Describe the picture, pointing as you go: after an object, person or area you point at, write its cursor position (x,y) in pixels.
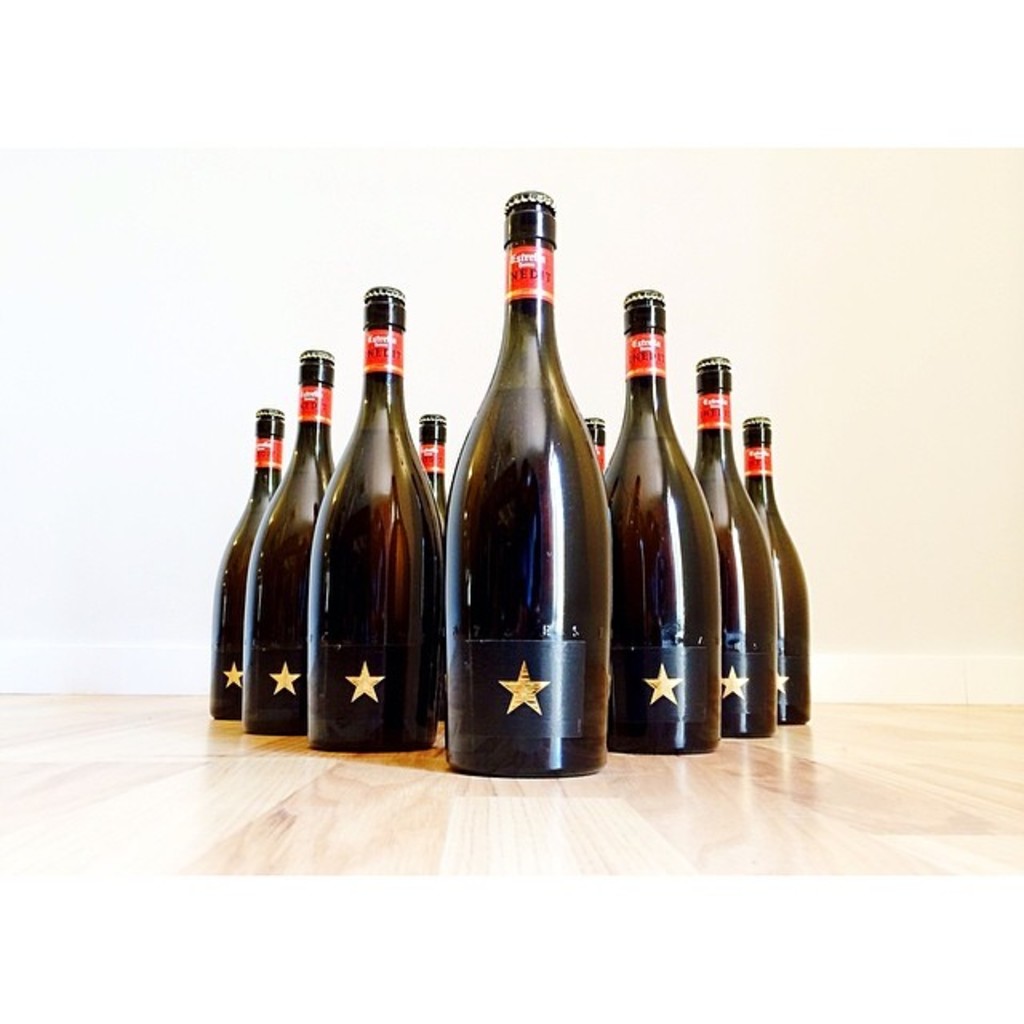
This picture is mainly highlighted with bottles (393,389) which are arranged in a design format on the floor (932,783).
